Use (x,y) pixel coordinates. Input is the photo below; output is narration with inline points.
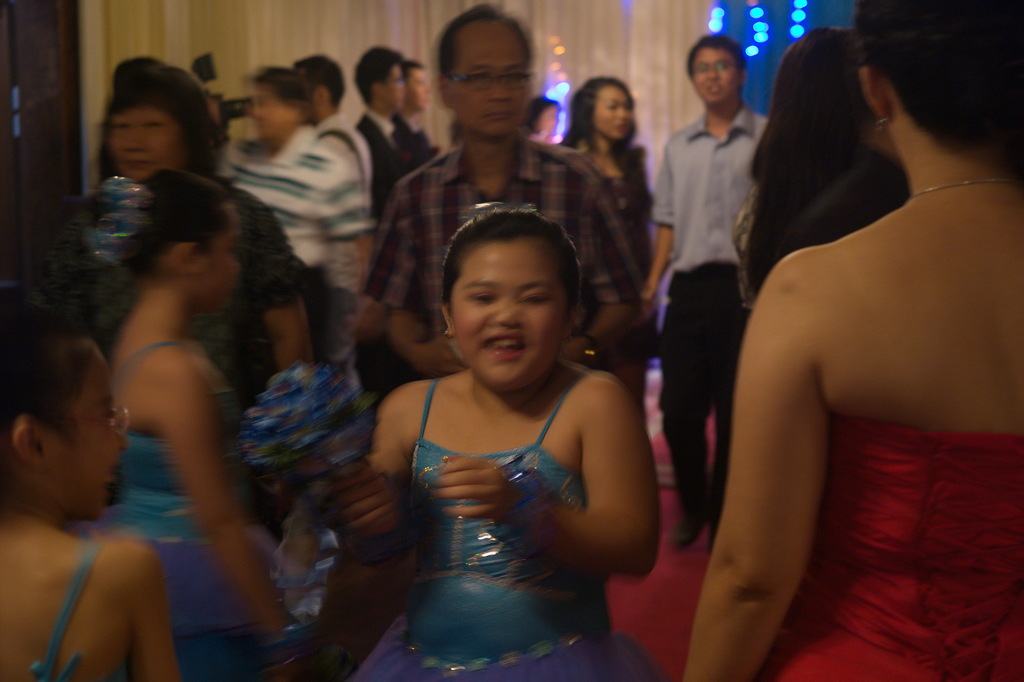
In this picture we can see some people (416,375) standing, in the background (760,21) there are some lights (751,30) and curtains (561,13), a girl (564,369) in the front (555,494) is smiling.
